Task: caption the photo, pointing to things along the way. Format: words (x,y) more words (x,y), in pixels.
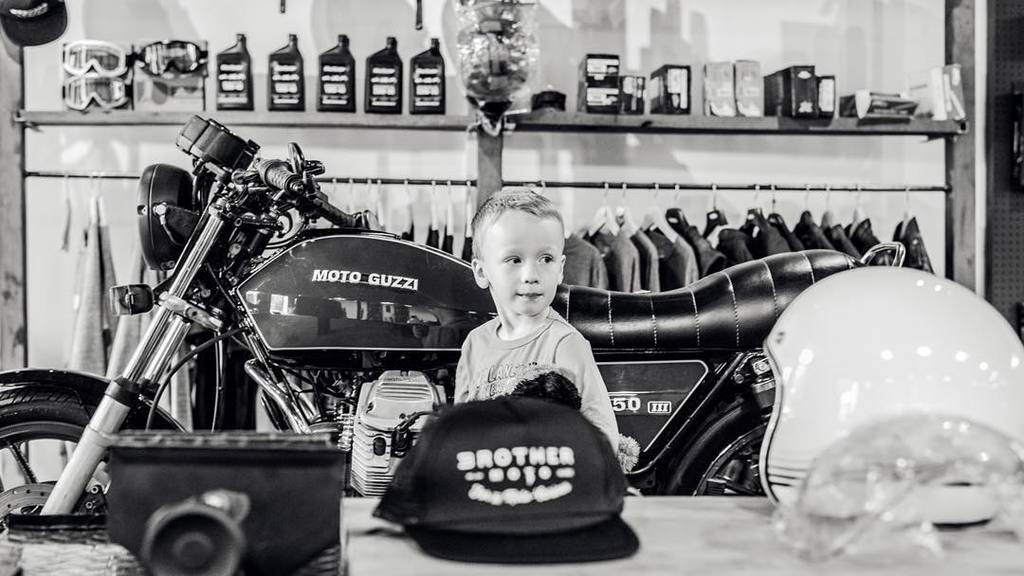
This is a black and white picture, there is a boy (495,325) standing in front of a bike (712,353), in the front (561,560) there is a cap (626,552) and helmet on a table (956,562), in the back (300,75) there are bottles (418,86) and jackets (628,265) to hangers (857,195) and on shelves (3,121).
